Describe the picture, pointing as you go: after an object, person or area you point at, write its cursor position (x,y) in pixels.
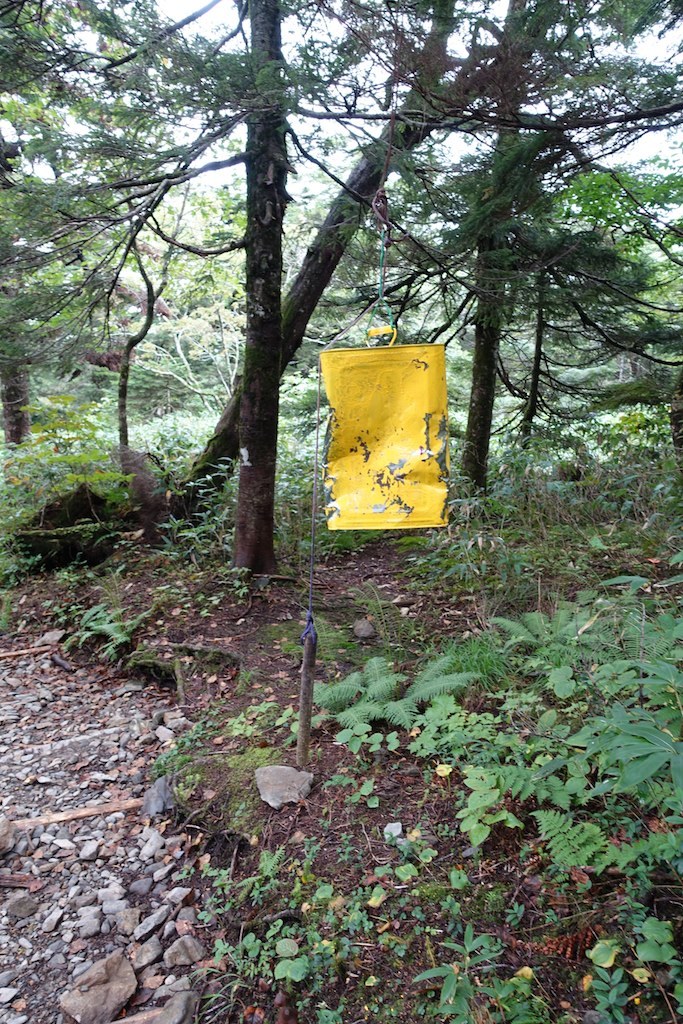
In this image there are trees (333,297), plants (499,755) and grass (263,756) on the ground (244,836). To the left (152,815) there are stones (145,841) on the ground (131,878). In the center (335,491) there is a metal board (371,449) to a pole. At the top (238,9) there is the sky (159,14).
